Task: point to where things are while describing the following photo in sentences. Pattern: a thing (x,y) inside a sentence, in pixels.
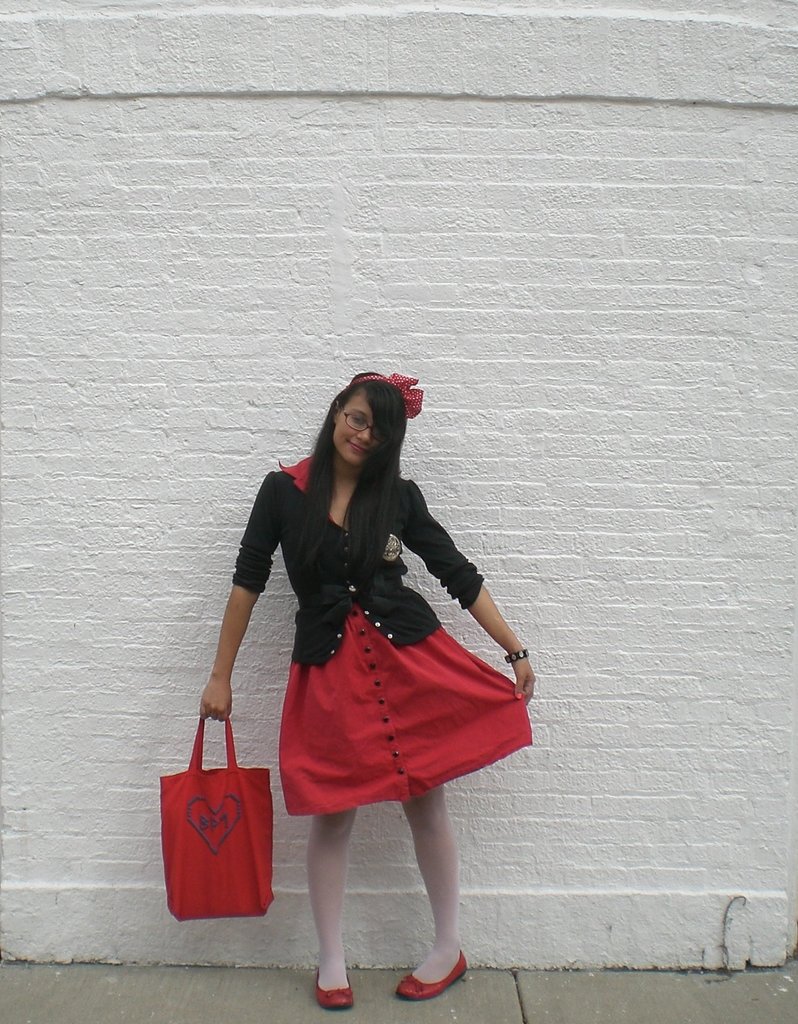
There is a lady (367,597) wearing specs (370,424) and hair band (402,382) is holding a bag (221,791). In the back (253,383) there is a brick wall (582,535).
